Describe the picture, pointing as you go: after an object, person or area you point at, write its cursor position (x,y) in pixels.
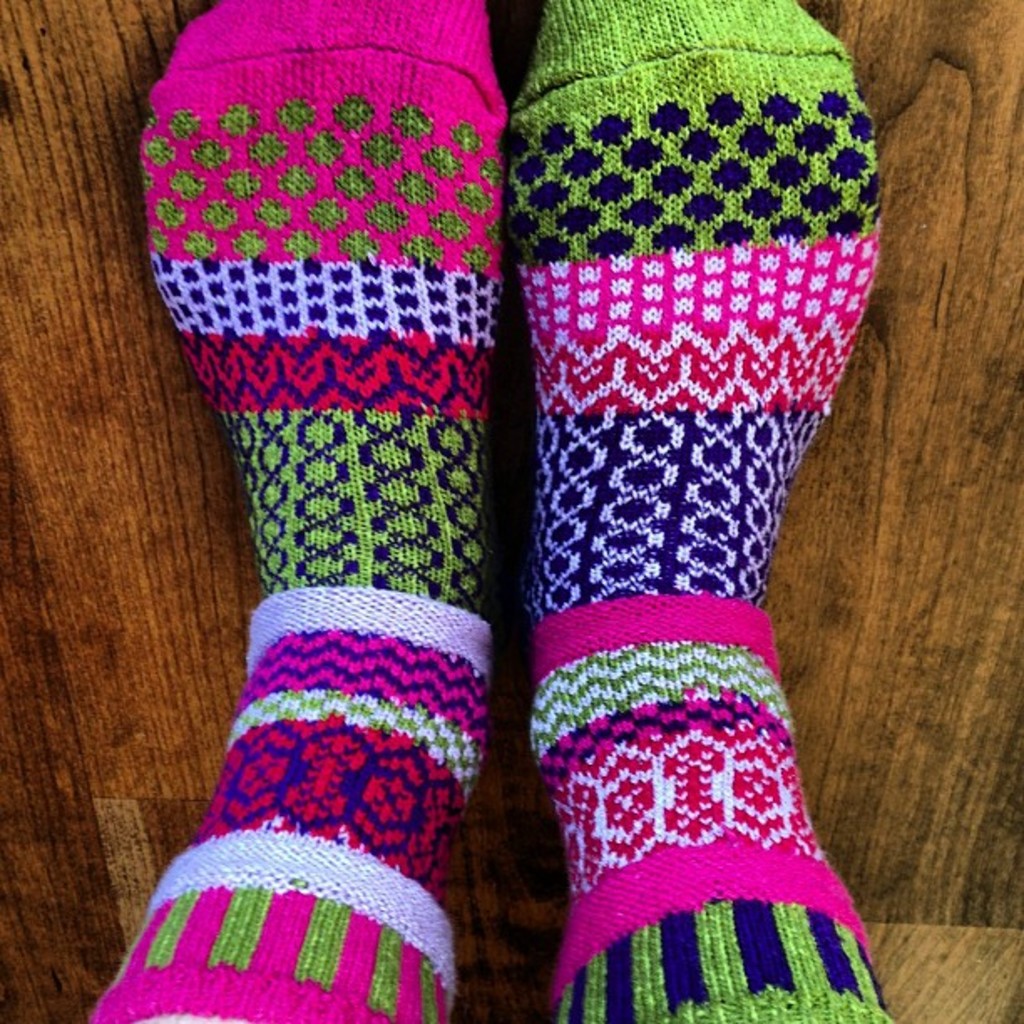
In the image we can see the socks (435,493) in multi colors and here we can see wooden surface (877,702).
